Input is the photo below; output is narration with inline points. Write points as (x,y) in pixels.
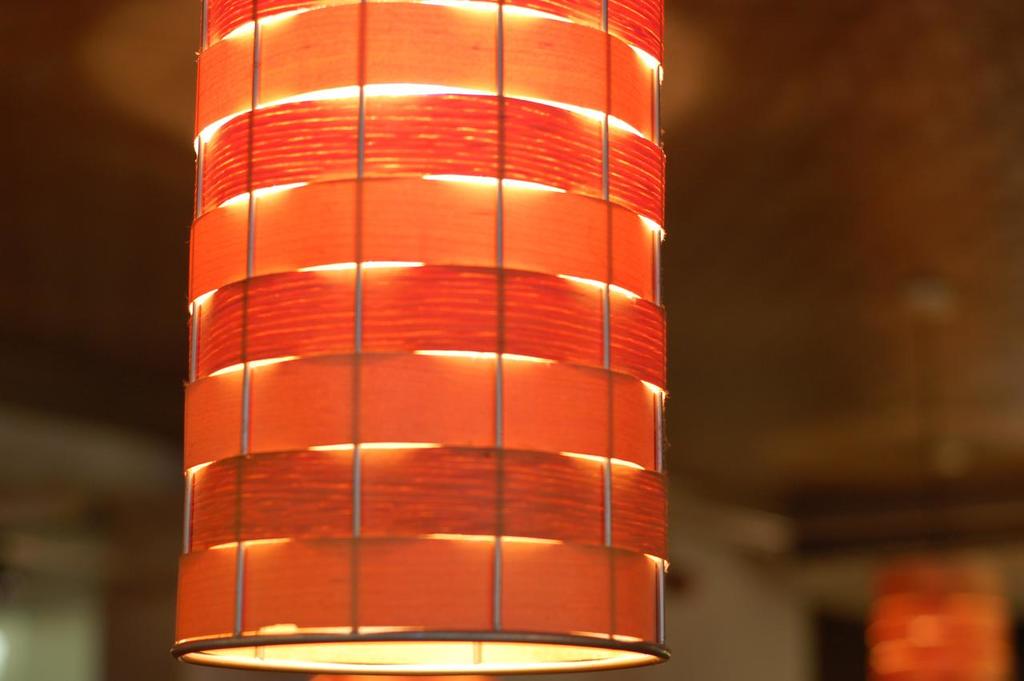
In this image there are lamps (383,493) hanging from the ceiling (700,11).
